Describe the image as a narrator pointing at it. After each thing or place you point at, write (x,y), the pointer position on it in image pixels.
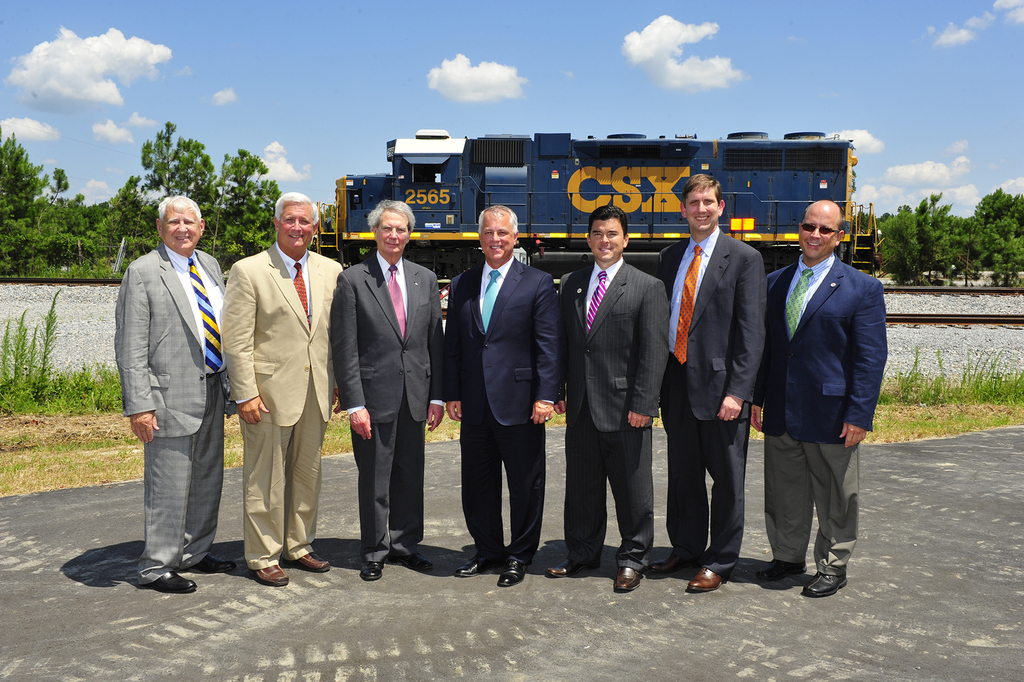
In this image we can see group persons (559,359) standing on the ground (126,610). One person (777,576) is wearing a blue coat (829,314) with green tie (797,286) and goggles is standing to the right side of the image (830,292). In the background (388,173) we can see a train (369,181) standing on the track (979,288), group of trees (946,224) and a cloudy sky (570,92).
